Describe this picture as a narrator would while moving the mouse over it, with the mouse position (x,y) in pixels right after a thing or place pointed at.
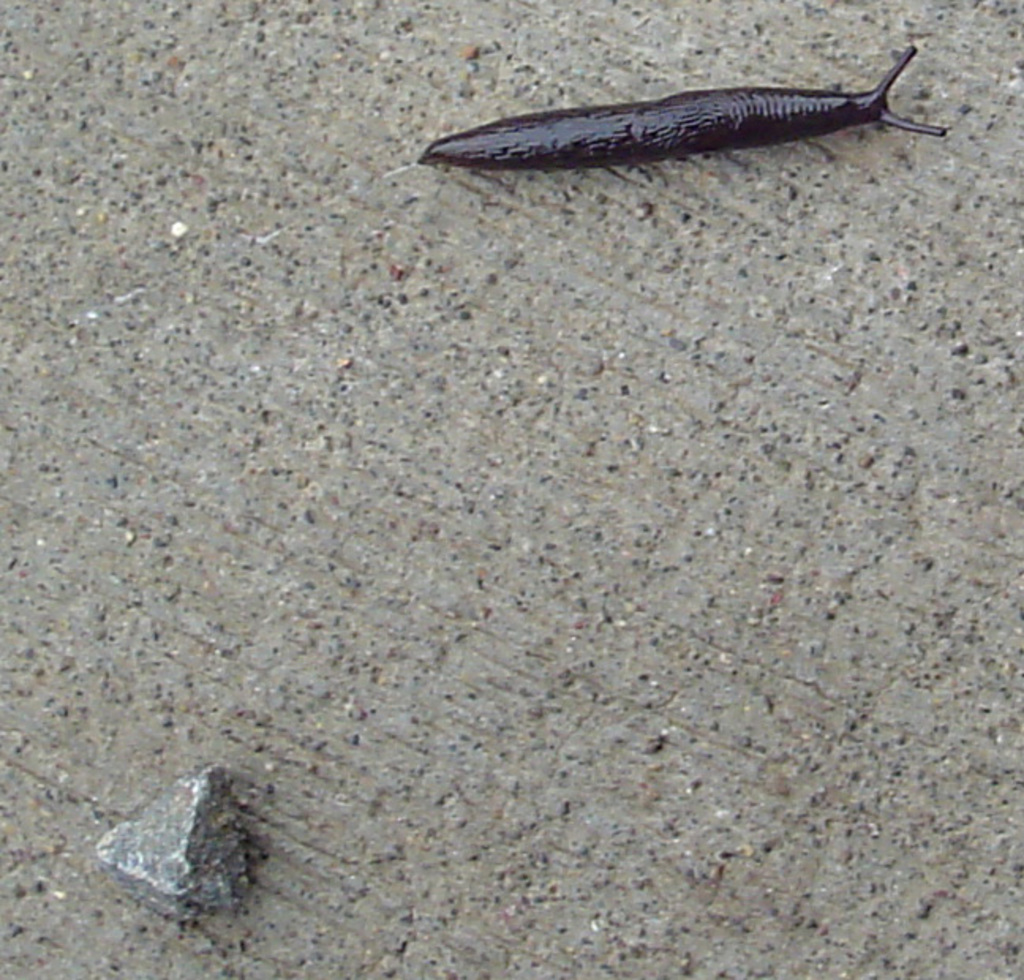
In this picture I can see a slug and a stone (196,834) on the floor (391,421).
